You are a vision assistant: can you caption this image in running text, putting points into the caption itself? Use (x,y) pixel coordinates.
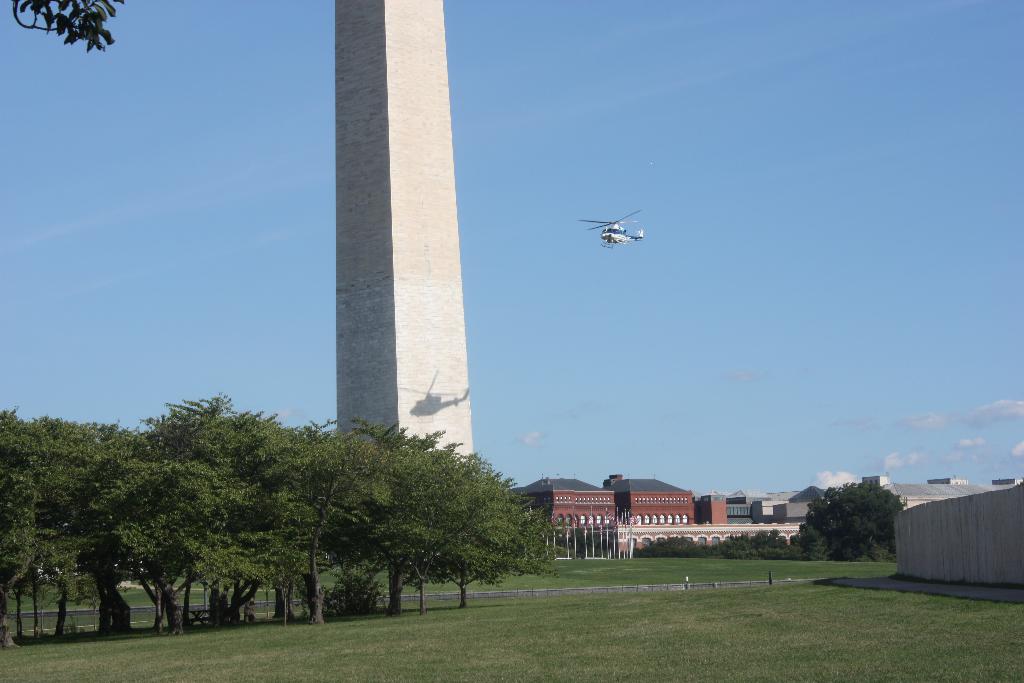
At the bottom of the picture (820,663), we see the grass (788,602). On the left side (176,469), we see the trees (228,569). In the middle (466,355), we see a tower (412,184). On the right side (946,553), we see a wall (974,544). There are trees (880,509) and buildings (742,498) in the background (781,494). In the background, we see the clouds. At the top (805,183), we see the sky (794,198), which is blue in color.
